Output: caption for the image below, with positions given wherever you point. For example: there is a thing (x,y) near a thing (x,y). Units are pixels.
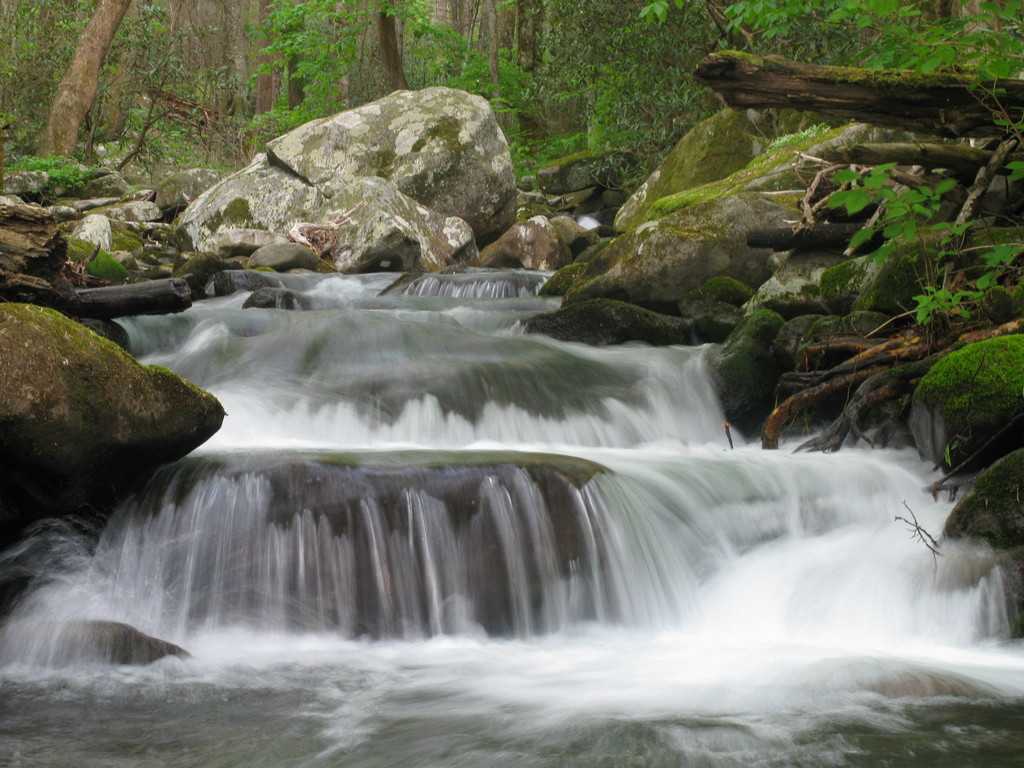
In the middle of the picture (354,409), we see the water (457,421) is flowing. On the right side (687,306), we see the rocks (889,274), twigs (883,204) and the trees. On the left side (128,231), we see the rocks (155,395). There are trees (199,83) and the rocks (423,126) in the background (447,115).
